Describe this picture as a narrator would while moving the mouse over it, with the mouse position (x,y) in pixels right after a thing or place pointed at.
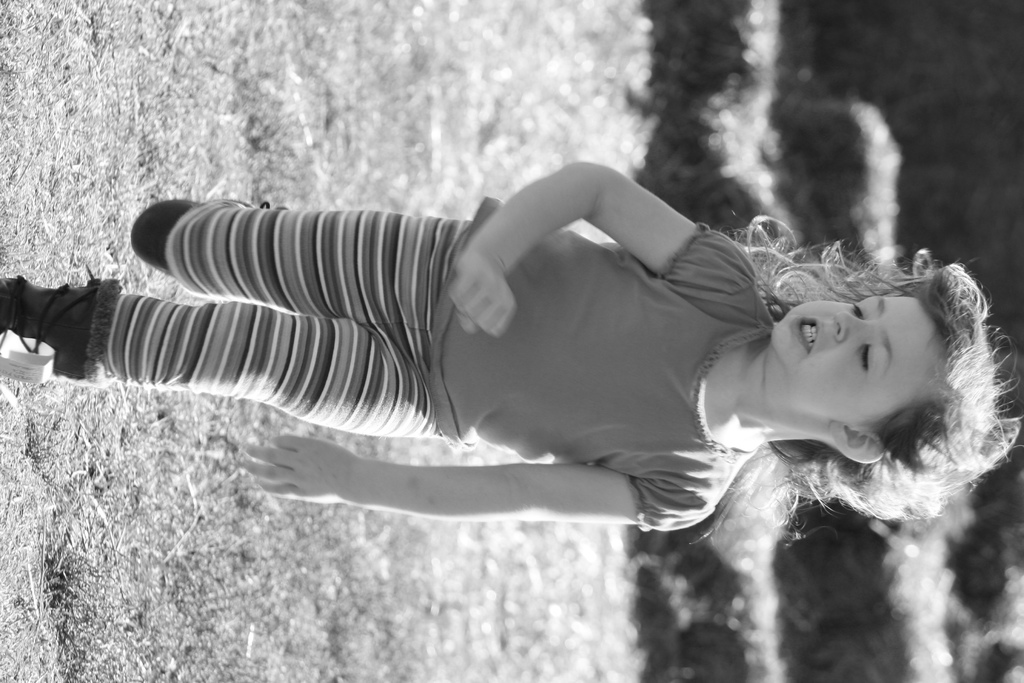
In this image I can see grass ground (325,577) and on it I can see a girl (223,355) is standing. I can see this image is little bit blurry from background (941,177) and I can see this image is black and white in colour.
